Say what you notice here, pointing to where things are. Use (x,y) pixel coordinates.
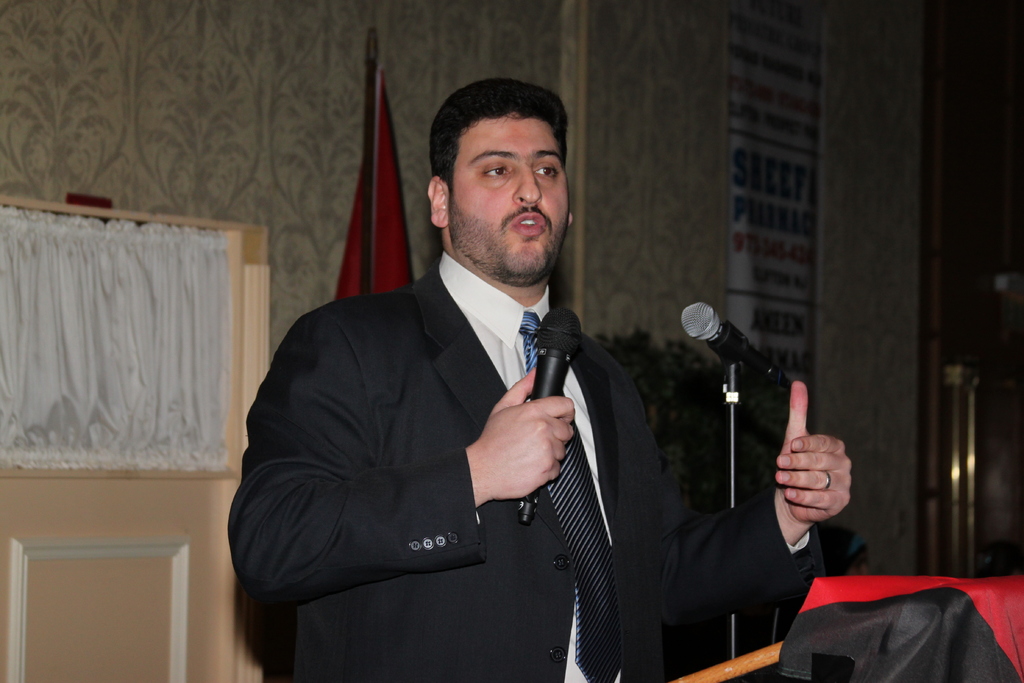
This man (545,543) wore black suit (419,465), tie (582,464) and talking in-front of mic (554,340). A banner (764,123) is on wall (725,159). Beside this man (558,227) there is a mic (687,320) with stand (733,475). This is flag (384,212).
